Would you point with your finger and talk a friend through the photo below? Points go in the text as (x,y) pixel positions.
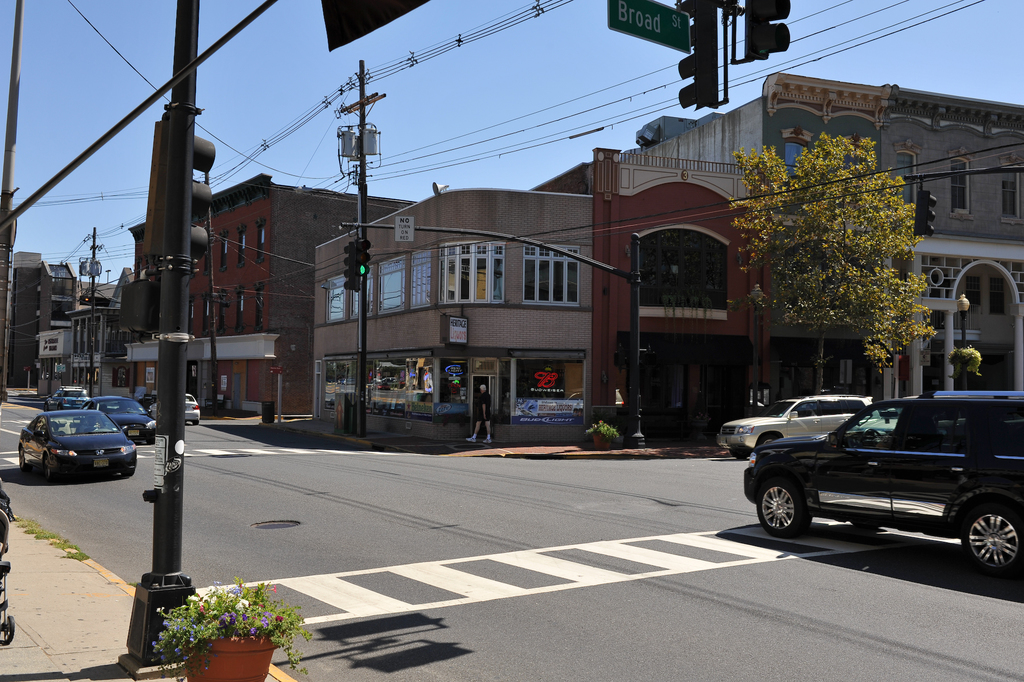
This is the picture of a city (630,564). In this image there are vehicles (1019,446) on the road (486,614). In the foreground (254,615) there is a pole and plant (267,607) on the footpath (61,576). At the back (378,344) there are buildings (611,281), trees (821,341) and poles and there is a person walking on the footpath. At the top (506,93) there is sky (544,82) and there are wires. At the bottom (703,627) there is a road (495,660).
